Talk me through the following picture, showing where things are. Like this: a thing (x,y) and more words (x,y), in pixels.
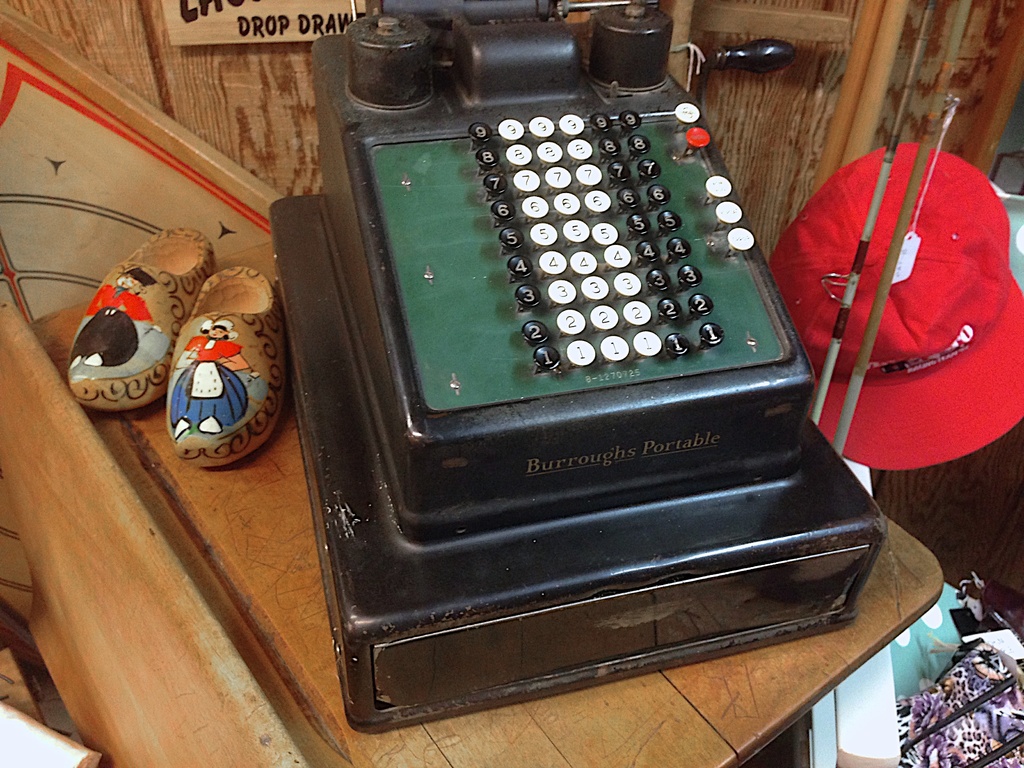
This is an adding machine (481,491) and a pair of shoes (216,407) are placed on the wooden table (834,632). This is a cap (926,291), which is red in color. At the top of the image (249,35), that looks like a name board (184,28), which is attached to the wall (156,54). I think these are the clothes (957,707).
